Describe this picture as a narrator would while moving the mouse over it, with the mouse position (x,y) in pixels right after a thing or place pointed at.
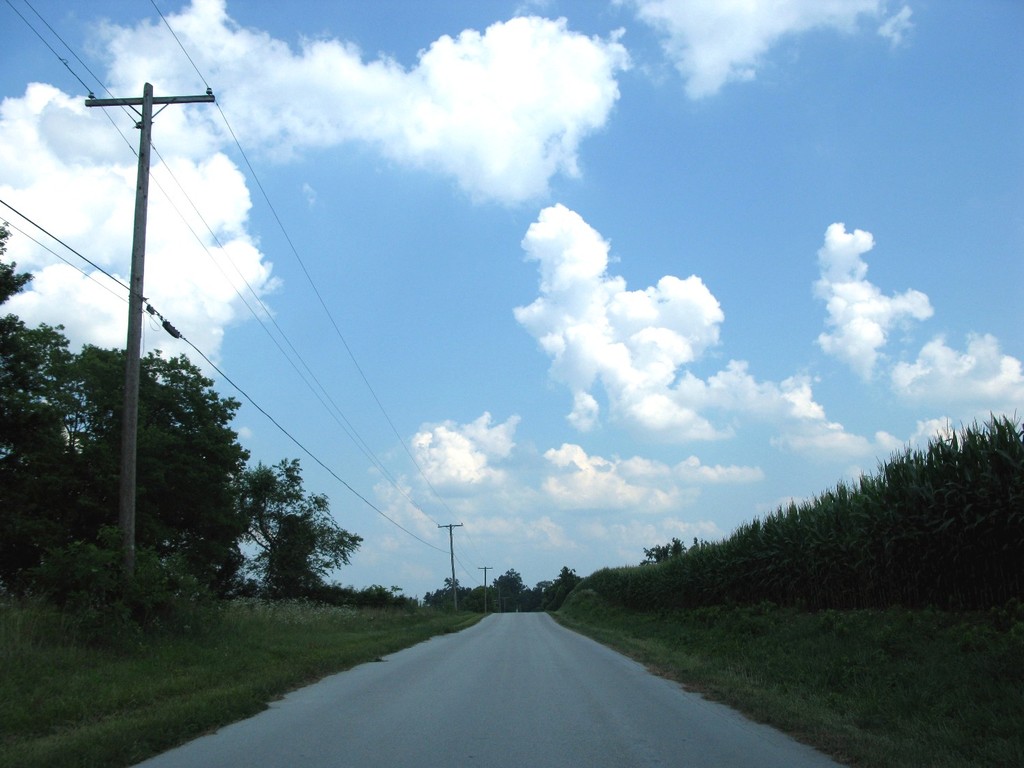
In this image we can see the trees (354,534), grass (121,701), road (469,718) and also the electrical poles (453,578) with the wires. We can also see the sky (678,305) with the clouds (483,199) in the background (501,205).
